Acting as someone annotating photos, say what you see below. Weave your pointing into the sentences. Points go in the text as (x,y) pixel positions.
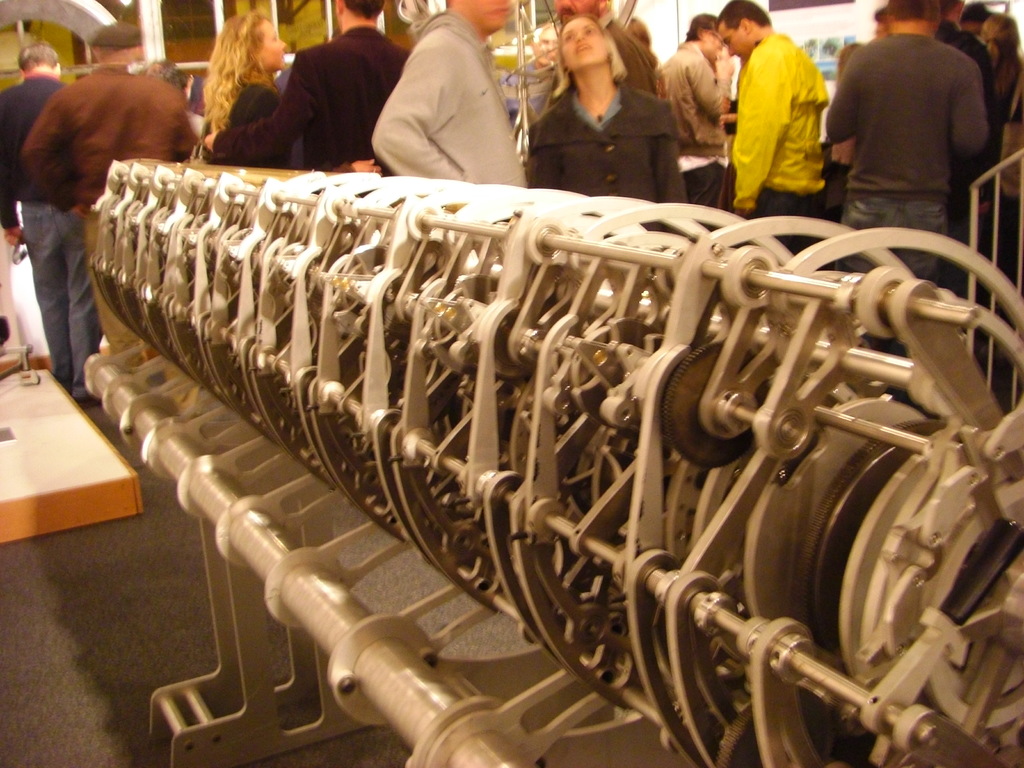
In this image there are few metal instruments (262,734) on the floor (99,629). Behind it there are few persons (696,148) standing on the floor (93,608). Behind them there is wall (698,6). Left side (21,416) there is an object (30,455) on the floor (116,633).
